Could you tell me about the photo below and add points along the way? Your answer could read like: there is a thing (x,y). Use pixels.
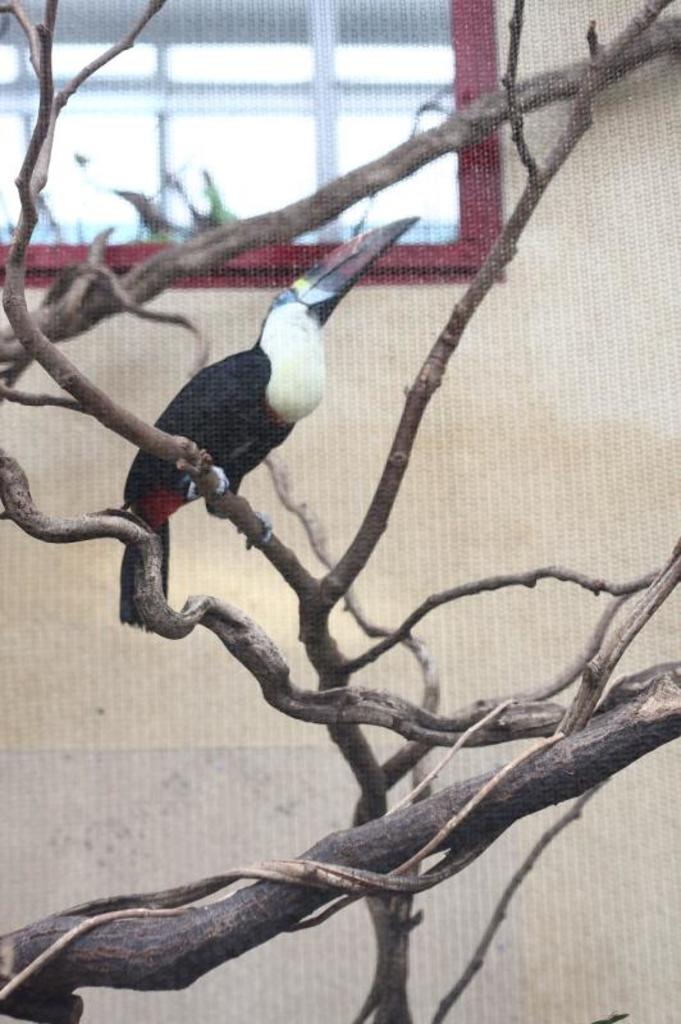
In this picture we can see a bird (168,514) on a branch (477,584) of a tree (405,925). In the background (430,296) we can see a window (258,183) and the wall (558,304).
